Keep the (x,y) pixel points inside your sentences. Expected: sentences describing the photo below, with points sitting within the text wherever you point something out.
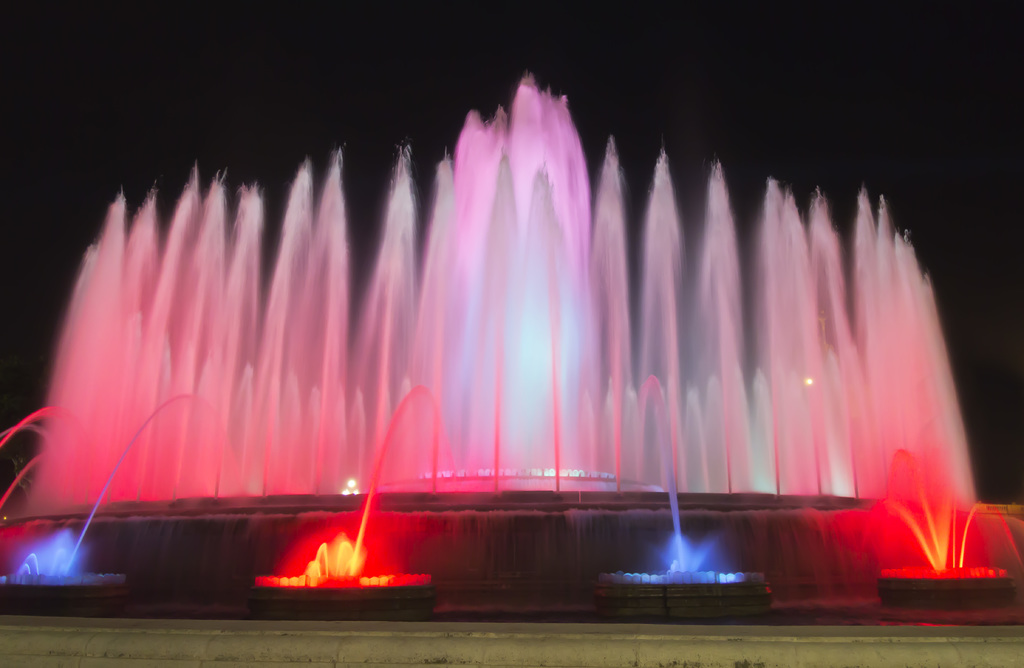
In this image, I can see the water fountains (252,475). It might be a light and water show (357,480). At the bottom of the image (136,638), that looks like a wall (886,659). The background (116,83) looks dark.
